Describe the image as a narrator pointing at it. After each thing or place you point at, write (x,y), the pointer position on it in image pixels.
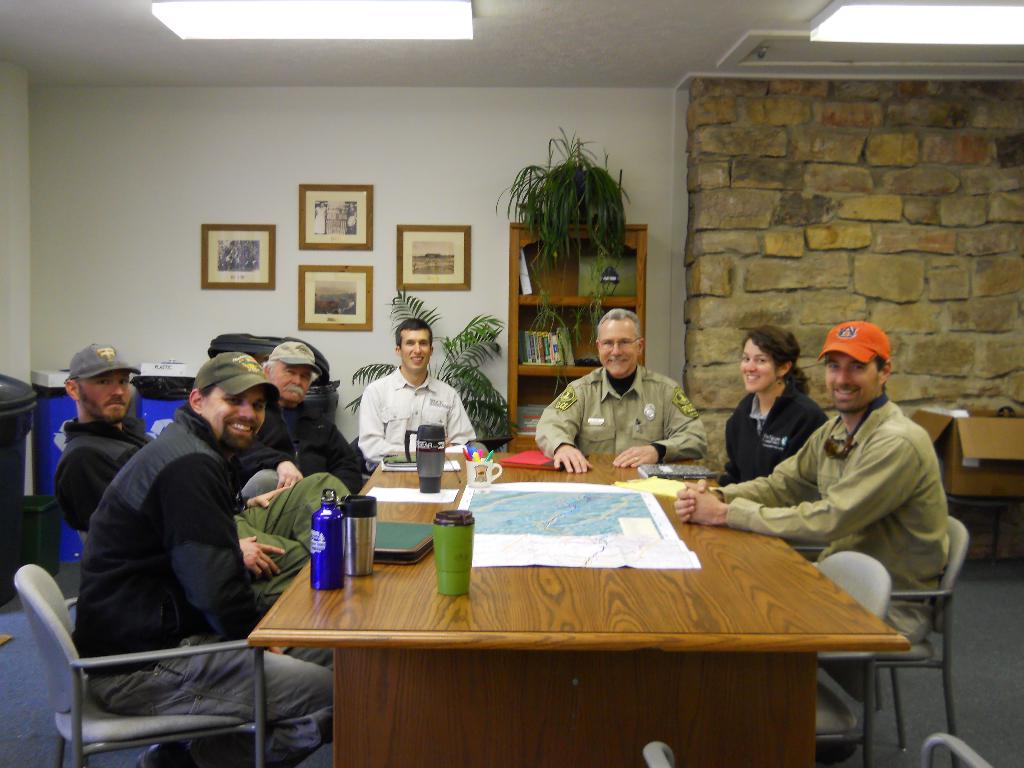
This is a picture of the inside of the house (502,442) in this picture there are a group of people (440,399) who are sitting on a chair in front of them there is one table (605,476) on that table (472,591) there are some bottles (442,543) and some papers (480,497) are there on the background (504,120) there is a wall (345,147) on that wall (327,169) there are some photo frames (338,285) beside that photo frames (449,256) there is one cupboard (549,317) on that cupboard (554,265) there is one flower pot (547,200). Beside that cupboard (551,292) there is one flower pot (467,366) is there on the top (514,47) there is a ceiling (492,43) and lights (404,23) are there.
